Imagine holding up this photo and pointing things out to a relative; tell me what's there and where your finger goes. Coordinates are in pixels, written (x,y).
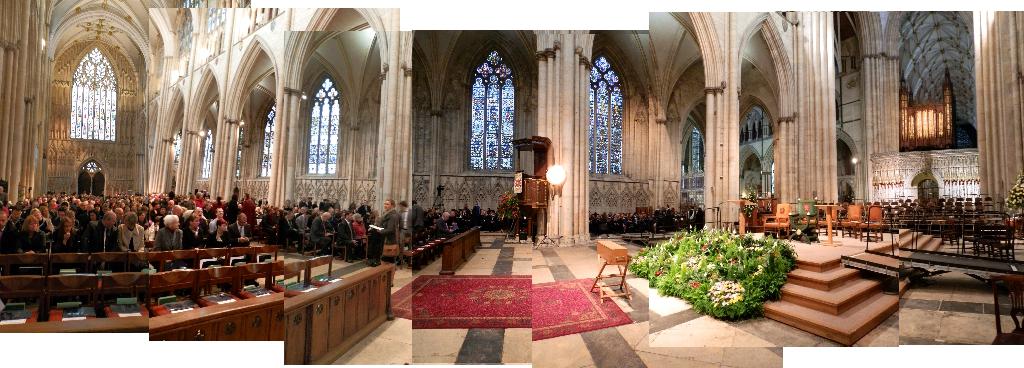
This is a collage image, in this image there are seven pictures, in one picture there are people (143,247) sitting on benches (256,256), around them there are walls (132,92), in another picture there are people (446,226) sitting on benches (441,239) and there is a wall (491,204), for that wall (529,108) there is a glass window (488,121) and there is a pillar (580,191), near the pillar (567,105) there is a light (556,179) and a cabinet (518,178) and a mat (484,285) on a floor (487,271), in another picture there are benches (927,219), plants (785,263) and pillars (889,136).
